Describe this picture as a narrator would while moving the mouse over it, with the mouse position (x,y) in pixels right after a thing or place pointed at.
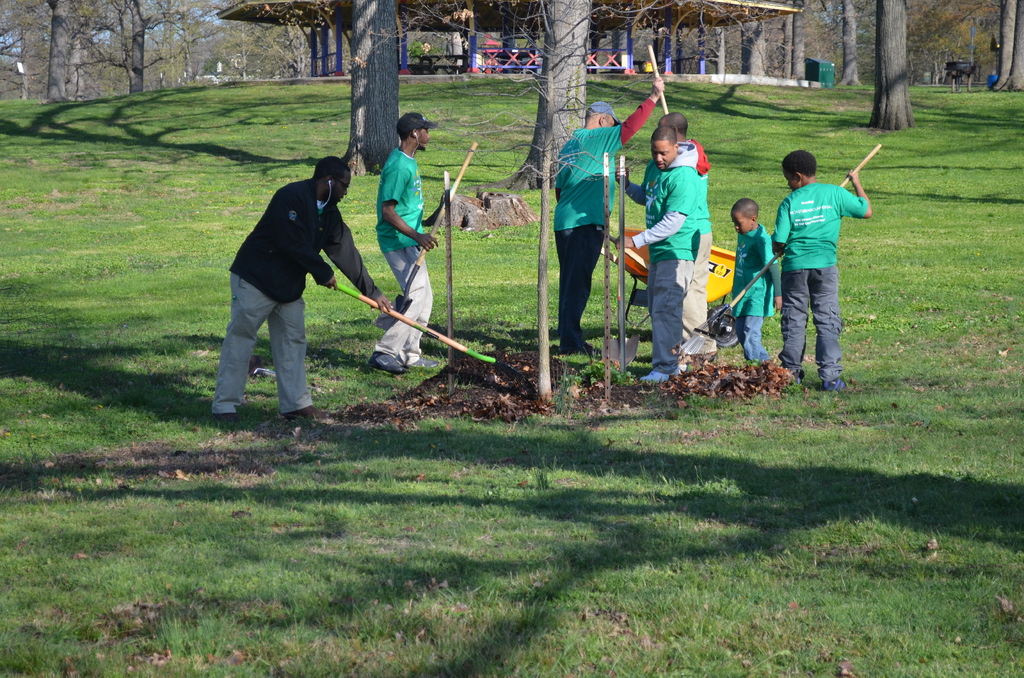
This is the picture of a park (900,181). In this image there are group of people (597,206) standing and holding the tools (724,307) and there is a trolley (642,250). At the back (408,77) there is a hut (410,3) and there are trees (158,46). At the top (215,11) there is sky (181,30). At the bottom (406,566) there is grass (549,571).
